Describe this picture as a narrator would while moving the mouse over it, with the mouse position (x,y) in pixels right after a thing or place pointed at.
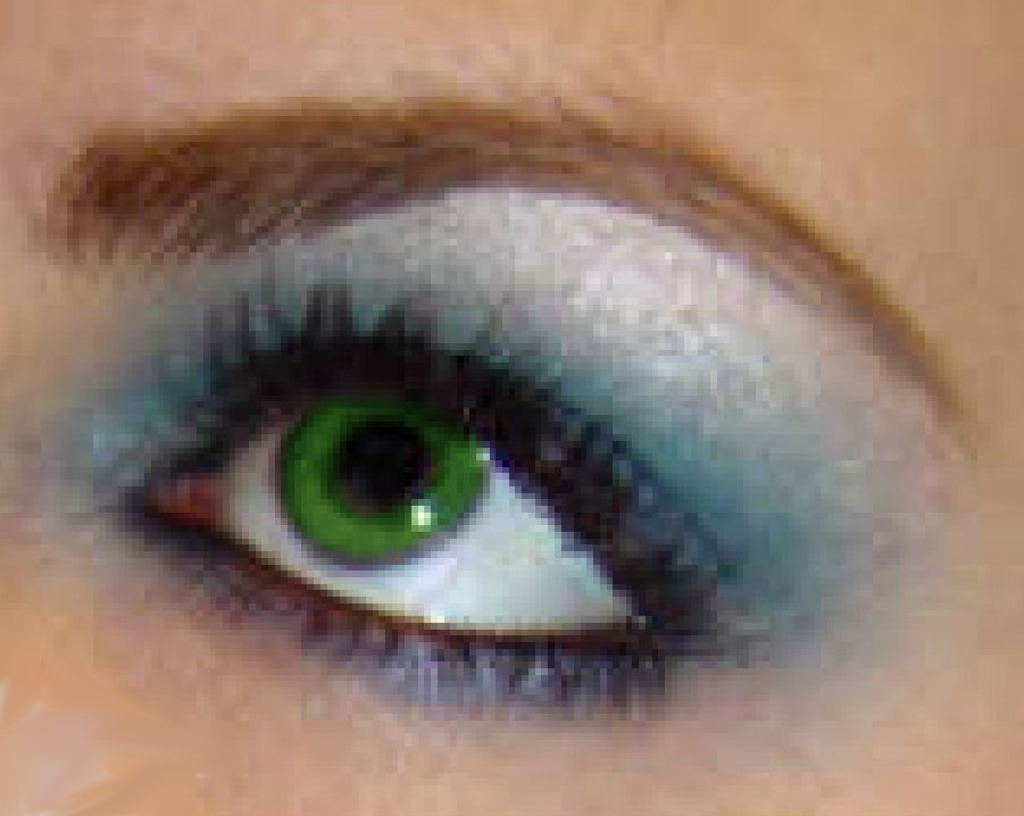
In this image we can see an eye (381,433) and an eyebrow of a woman (436,516).
